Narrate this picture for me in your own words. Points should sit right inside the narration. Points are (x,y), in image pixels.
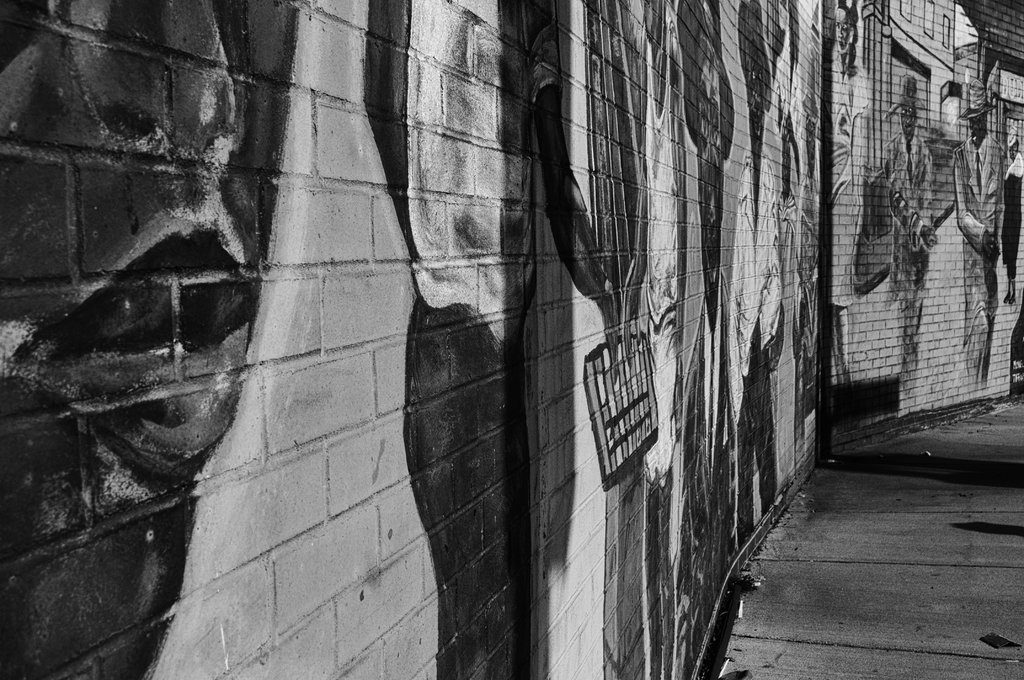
This is a black and white picture. This picture contains the graffiti (694,334). In the right bottom of the picture (782,578), we see the pavement (860,545).
